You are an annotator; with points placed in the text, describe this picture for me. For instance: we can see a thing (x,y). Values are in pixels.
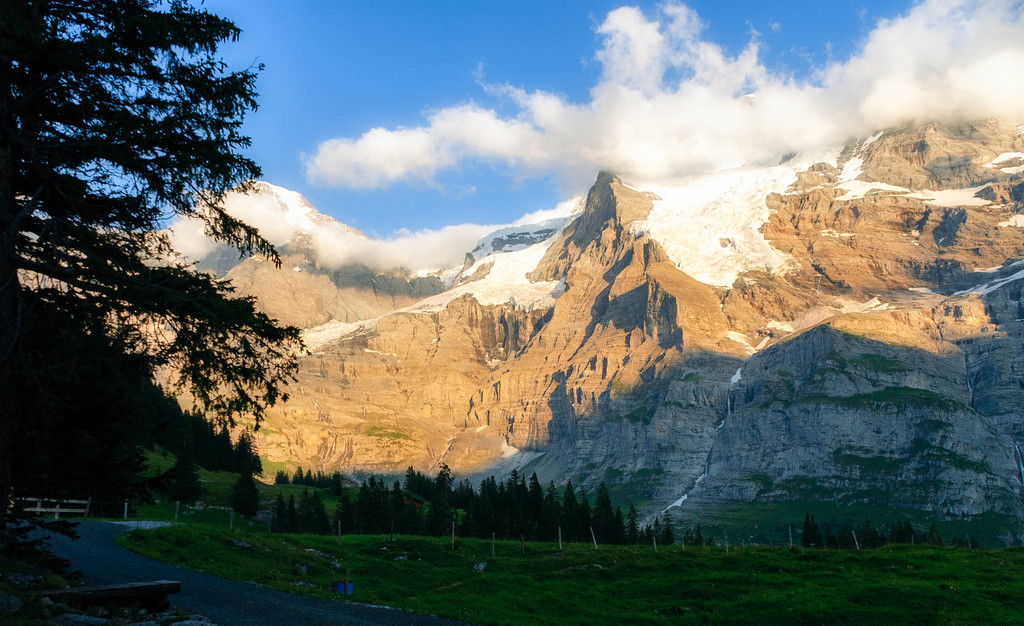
In this image we can see mountains (444,304). At the bottom of the image (767,607), there are trees (479,530), poles (491,533), fencing (491,533) and grassy land (435,572). There is a tree (16,400) on the left side of the image (102,79). The sky (327,35) is in blue color with some clouds (737,109).
